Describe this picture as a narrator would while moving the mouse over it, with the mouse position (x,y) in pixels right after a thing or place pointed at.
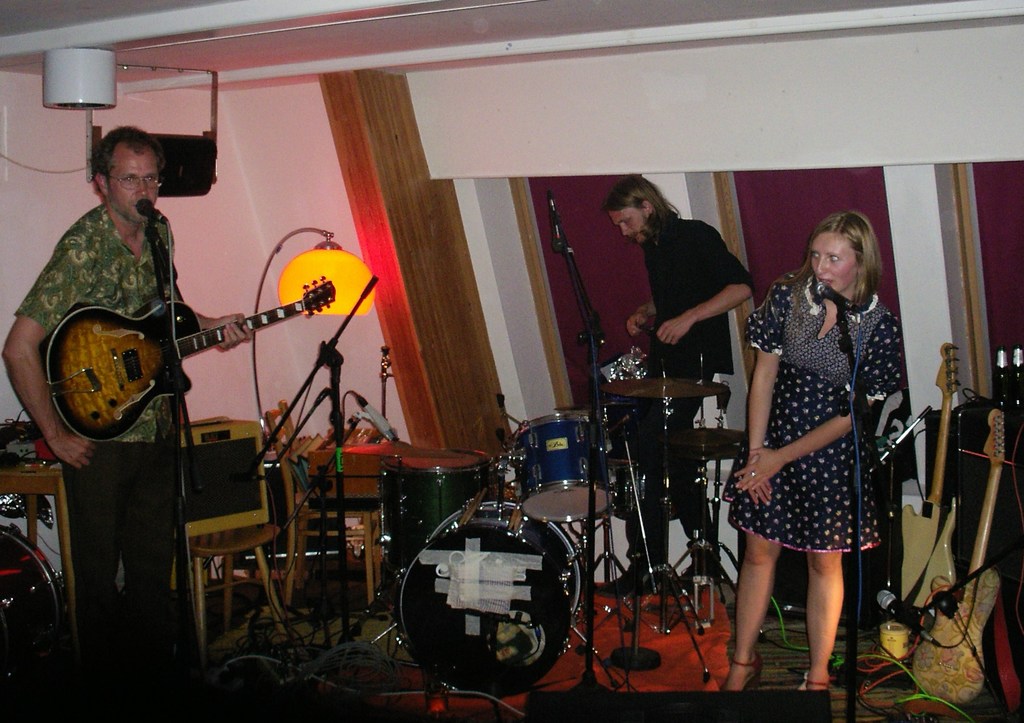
In this image we can see a person (111,264) is standing and playing the guitar (159,347) and singing, and in front (165,305) here is the microphone (156,273), and at back (641,310) a person (632,220) is playing the drums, and here a woman (779,330) is singing.
